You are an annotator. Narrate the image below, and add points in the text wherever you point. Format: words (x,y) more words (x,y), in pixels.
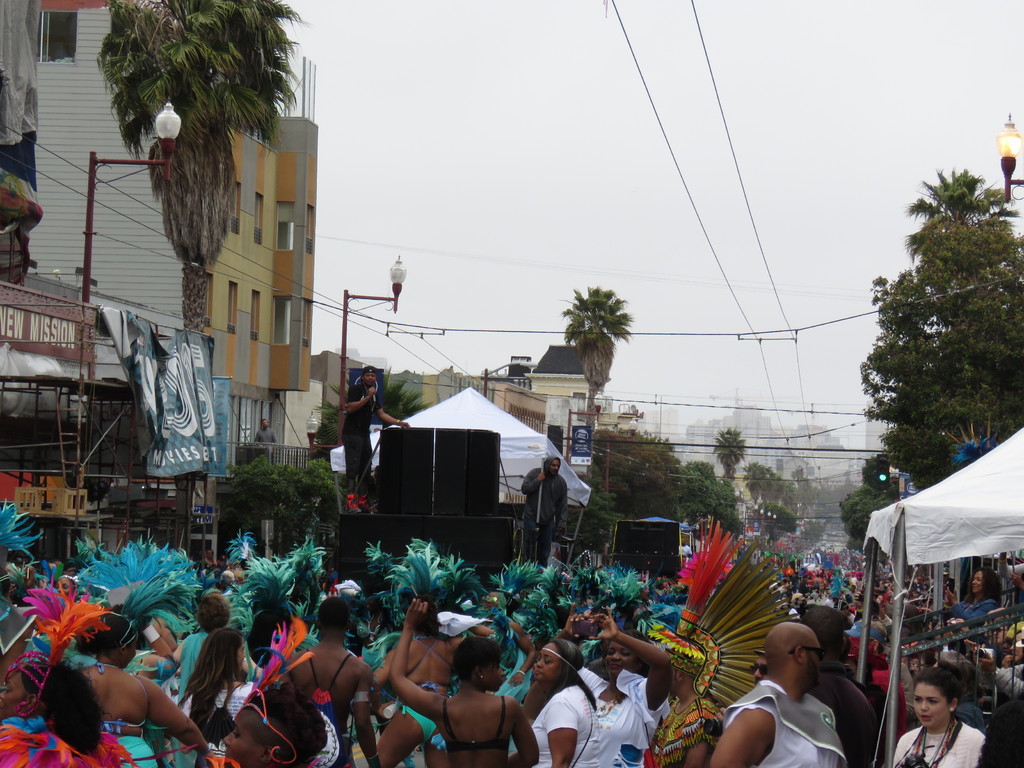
In this image I can see number of people (783,562) are standing. I can also see most of them are wearing costumes (27,751). On the right side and on the left side of this image (245,523) I can see number of trees (852,503), lights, wires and few white colour tents (515,434). On the left side of this image (297,153) I can see number of buildings (241,420), few boards (193,378) and on these boards (142,336) I can see something is written.
